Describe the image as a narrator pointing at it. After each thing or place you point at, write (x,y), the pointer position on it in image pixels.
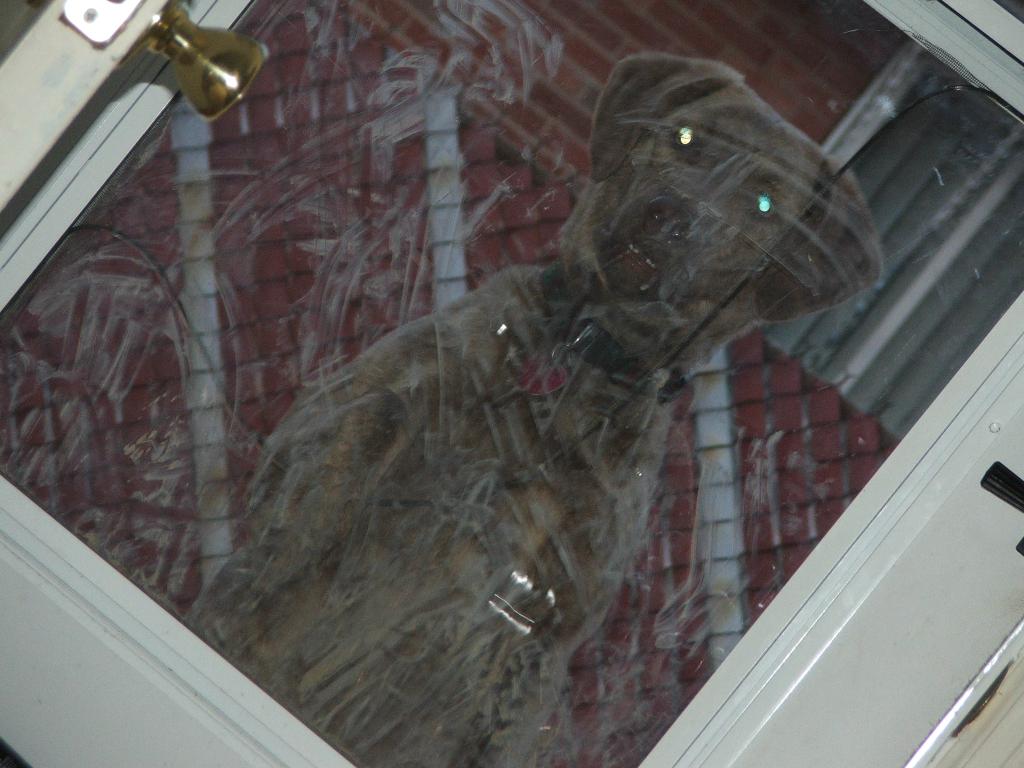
In this image we can see a door (510,239) with a glass pane (657,222). On that there is reflection (598,296) of dog (571,252) and some other objects (517,250).
